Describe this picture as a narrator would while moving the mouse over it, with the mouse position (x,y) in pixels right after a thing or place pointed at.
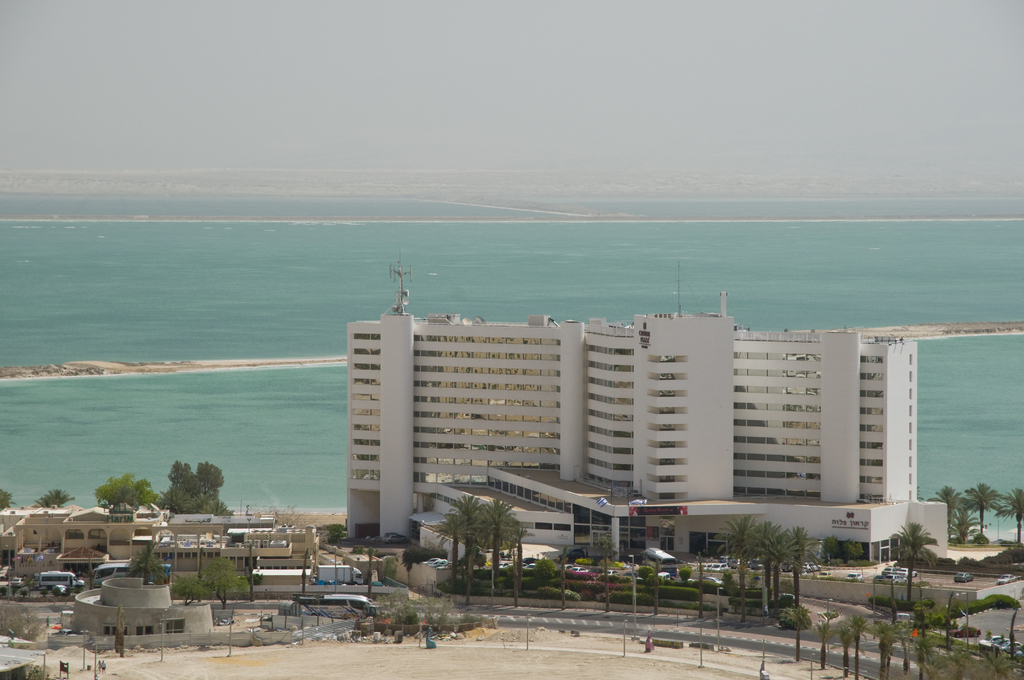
In this image there are buildings (441,357), trees (455,547), plants (682,570), poles (628,555), few vehicles (54,577) are moving on the road (546,620). In the background (198,400) there is a river (311,250) and the sky (372,78).
